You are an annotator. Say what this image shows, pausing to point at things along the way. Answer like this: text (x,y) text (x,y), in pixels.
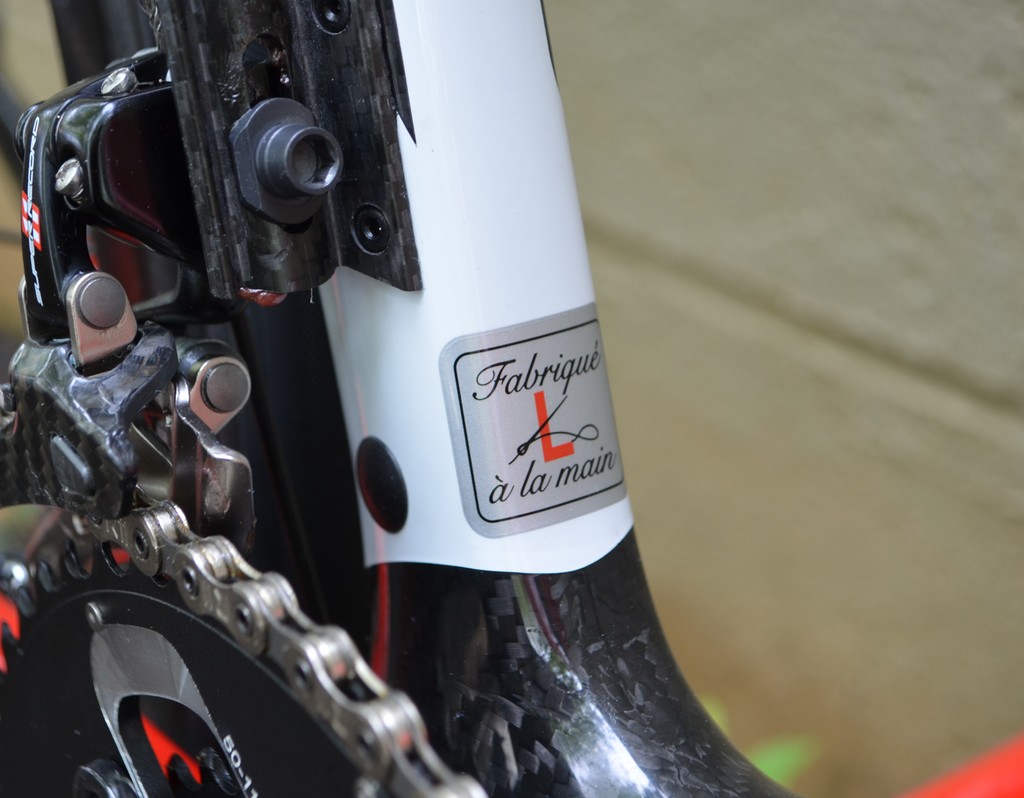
In this picture I can see a frame (482,659), crank (239,686) and a chain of a bicycle (470,112), and there is blur background (624,74).
